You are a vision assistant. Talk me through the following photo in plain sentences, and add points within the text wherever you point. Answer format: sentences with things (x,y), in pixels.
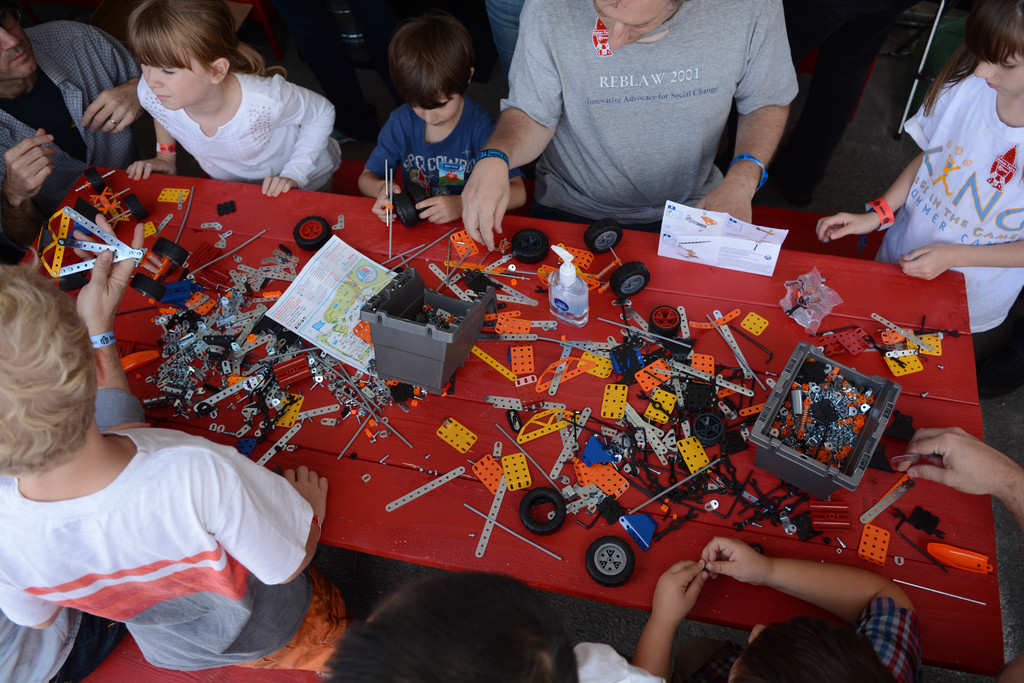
In this image I can see a table (370,484), the table (341,472) is red in color. Around the table (961,387) I can see few persons (567,208) standing and some objects (508,406) kept on that.
